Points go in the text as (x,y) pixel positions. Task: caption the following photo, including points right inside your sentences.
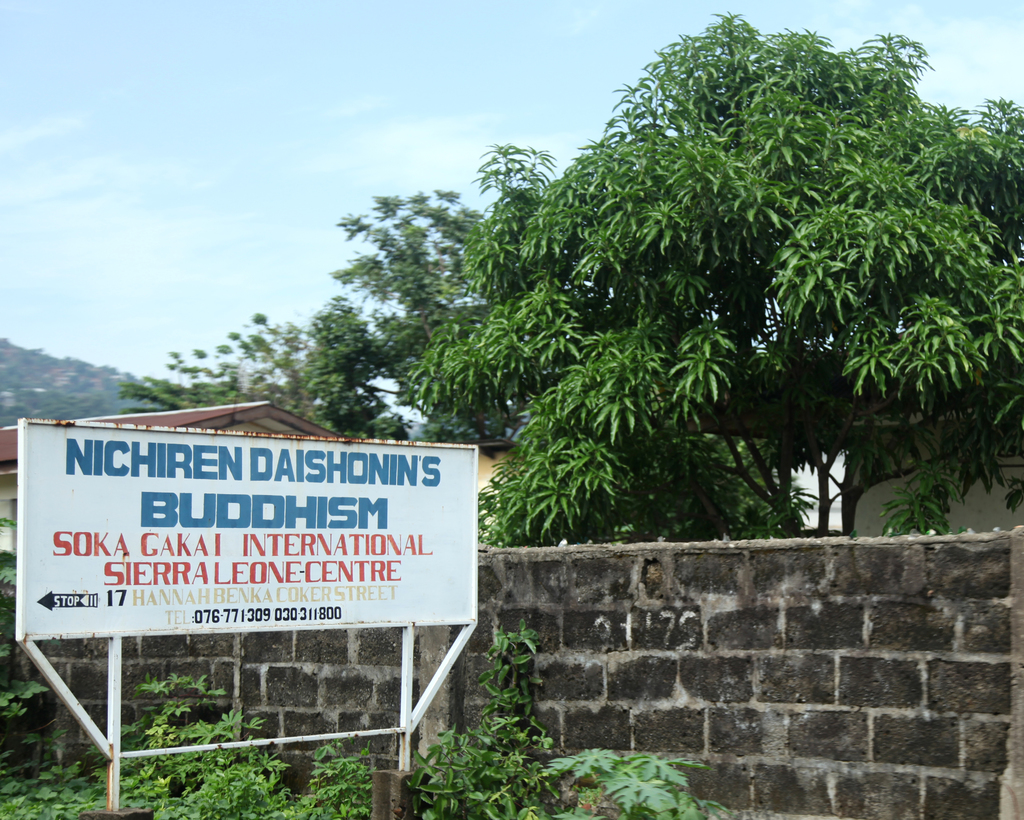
In this image I can see the plants (441,792). I can also see the wall (687,702). On the left side (235,590) I can see a board (198,498) with some text (254,516) written on it. In the background (390,424), I can see a house (291,422), the trees (534,349) and clouds (51,173) in the sky (215,177).
